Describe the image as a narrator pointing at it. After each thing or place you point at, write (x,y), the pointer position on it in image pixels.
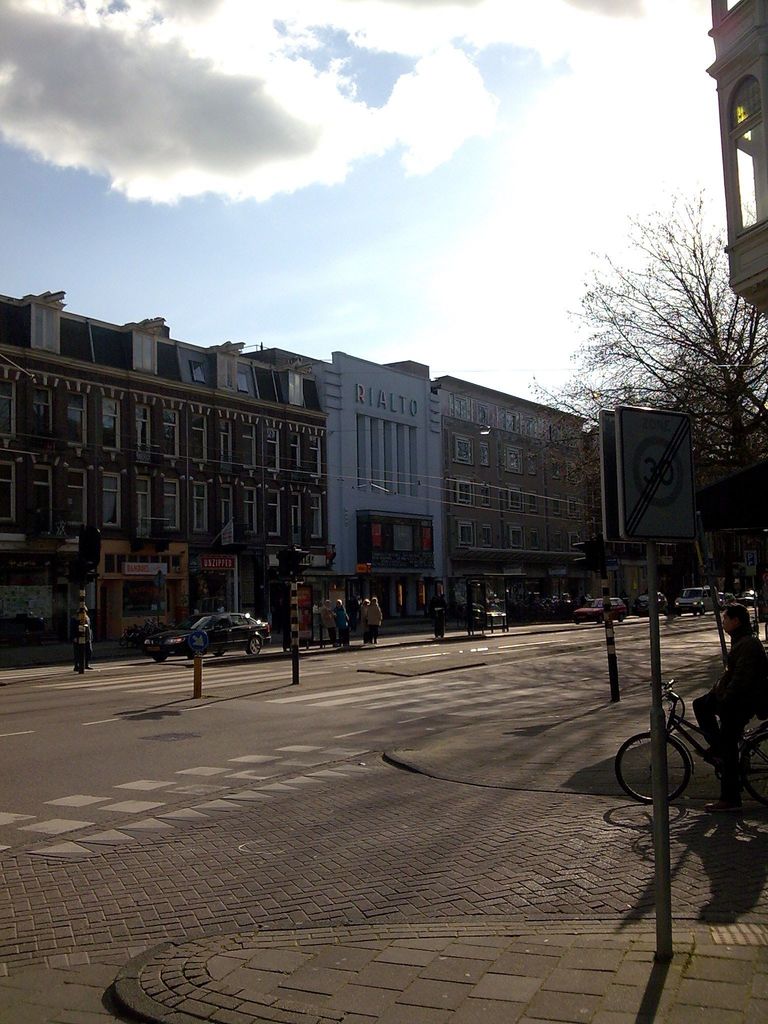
In this image we can see a building (448,524). On the building (418,440) we can see some text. In front of the building (276,614) we can see the persons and vehicles (152,654). On the right side (745,720), we can see a person (696,707) sitting on bicycle (767,763), trees (731,459), a signboard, poles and a building (740,108). At the top (709,179) we can see the sky (363,190).
